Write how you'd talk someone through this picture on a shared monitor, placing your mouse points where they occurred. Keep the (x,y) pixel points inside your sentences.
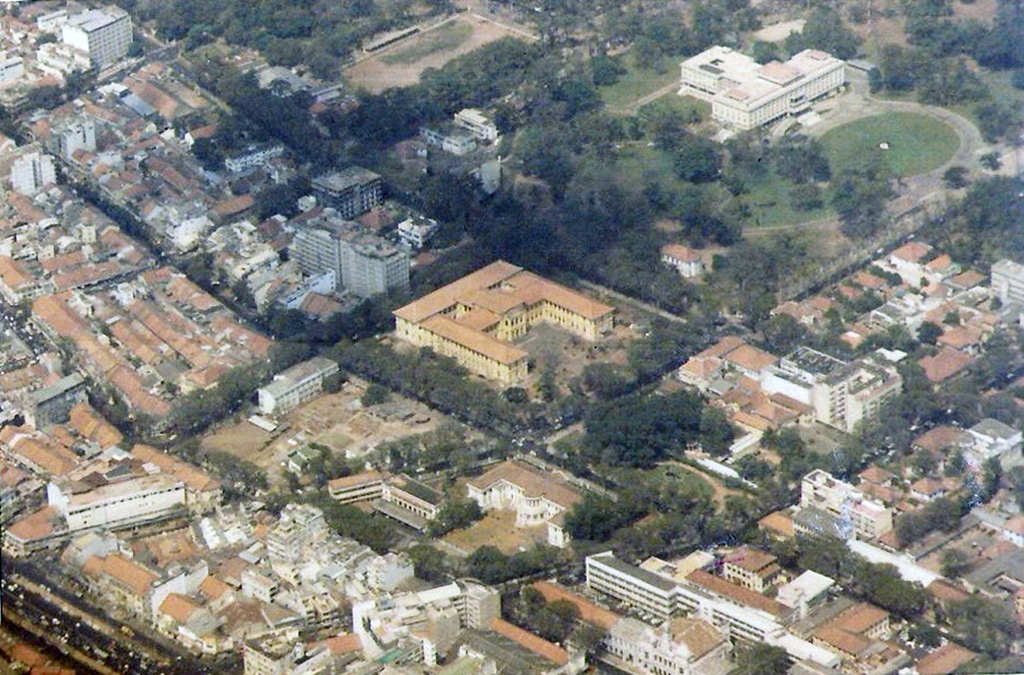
In this picture we can see the top view of a city (128,340) with many buildings (478,325), houses (187,388) and trees (323,489).
